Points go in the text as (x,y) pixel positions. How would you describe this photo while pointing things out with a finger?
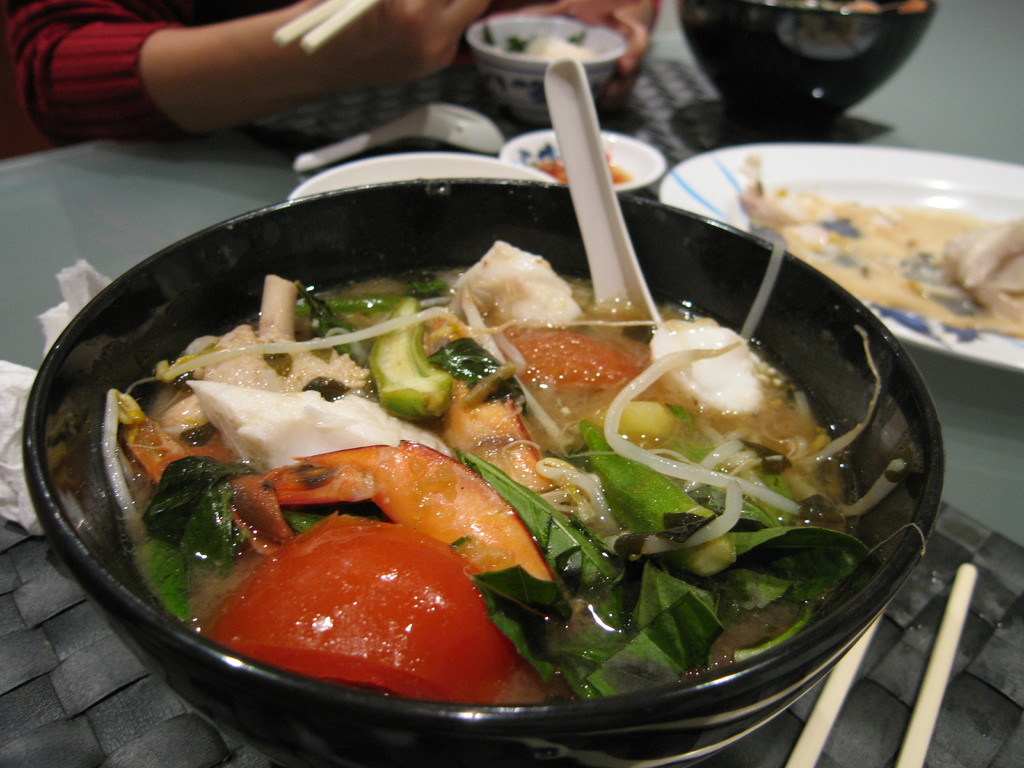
In this image we can see a person (150,56) sitting on the chair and holding chopsticks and serving bowl (537,35) in the hands (360,44), serving bowl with food (590,398) in it and placed on the table (20,566).
